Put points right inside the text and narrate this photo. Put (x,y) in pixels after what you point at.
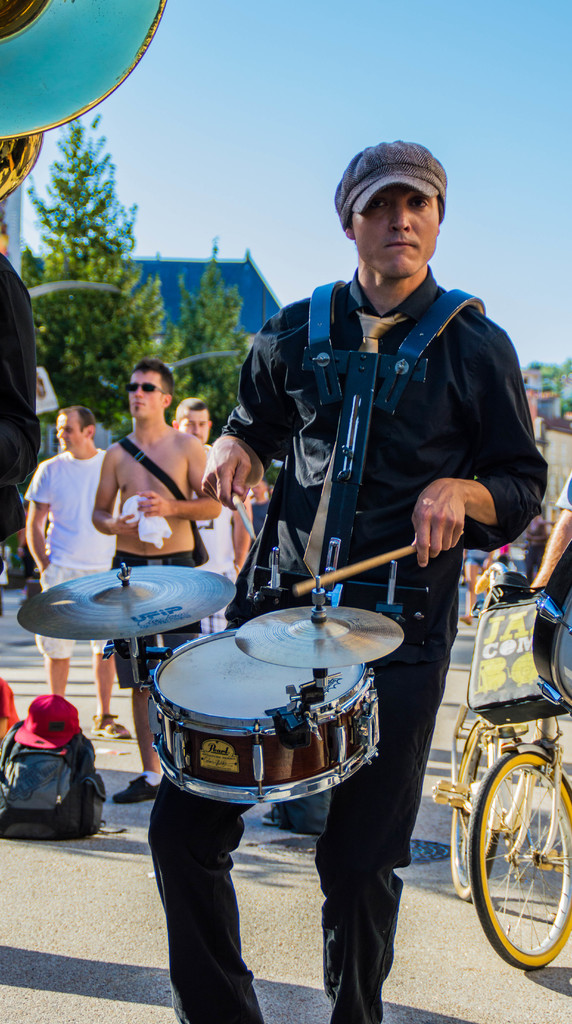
In this image there are group of people (81,515) standing on the road (287,878). There is a bicycle (524,818) and a bag (29,796), cap (58,730) on the road (66,913). The man (513,465) is playing a musical instrument (250,671). There is a tree (145,331) a building (171,311) around.
